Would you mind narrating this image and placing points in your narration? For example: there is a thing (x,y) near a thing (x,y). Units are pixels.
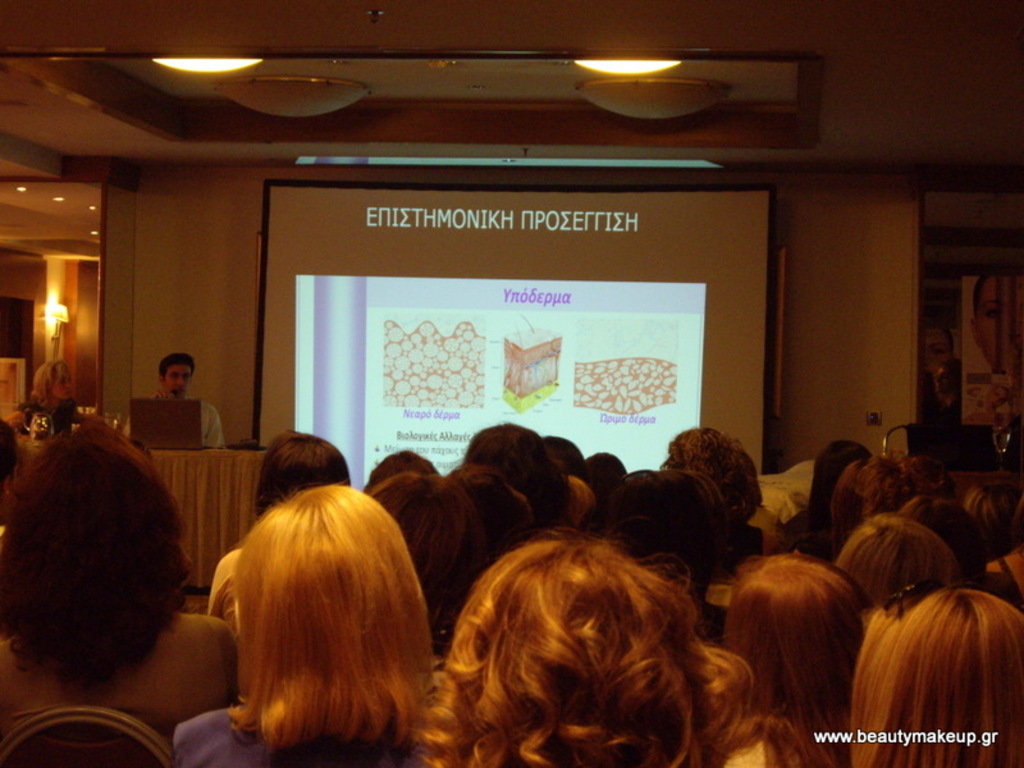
This picture is taken inside the conference hall (102,527). In this image, we can see a group of people (616,467) sitting on the chair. On the left side (185,392), we can see two people (171,395) man (202,406) and woman (65,403) are sitting on the chair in front of the table (219,473), on the table (213,465), we can see a white colored cloth (219,479), laptop (176,429) and some objects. In the background (370,448), we can see a screen (689,381), on the screen (701,341), we can see some pictures (578,338) and text (480,215) written on it. On the right side (991,266), we can see a door (1003,342). On the left side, we can see few lights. At the top (553,137), we can see a roof (493,127) with few lights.
